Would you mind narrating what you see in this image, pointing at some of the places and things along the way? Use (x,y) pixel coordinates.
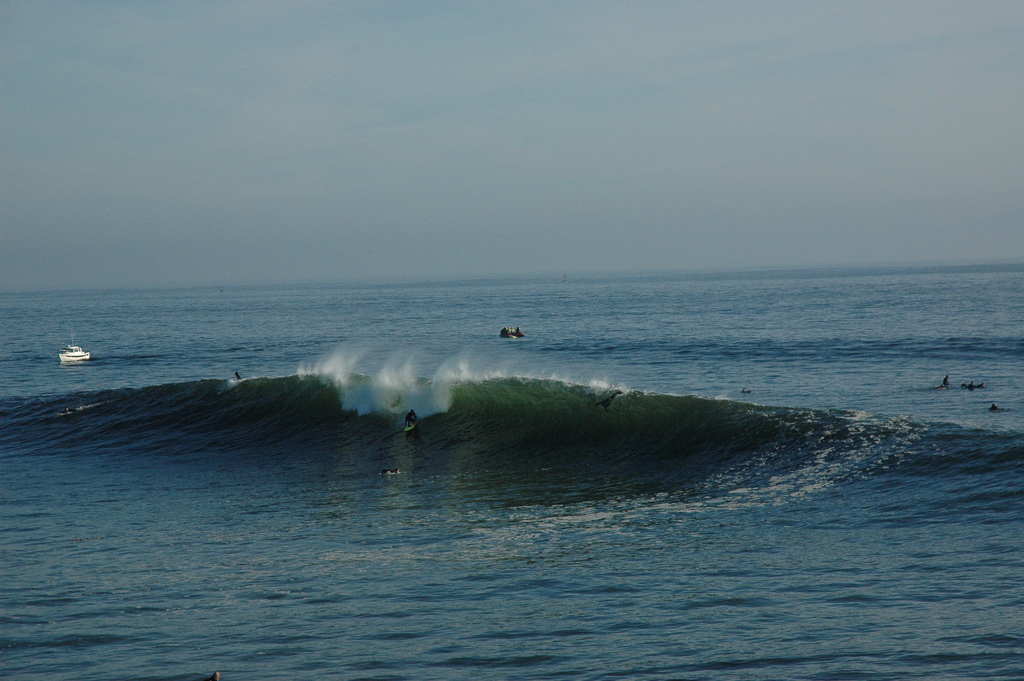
In the image there is water (196,404) with waves (249,418). There are few people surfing on the waves (358,414). And also there is a ship (59,352) on the water (63,384). At the top of the image (347,145) there is sky (437,153).
